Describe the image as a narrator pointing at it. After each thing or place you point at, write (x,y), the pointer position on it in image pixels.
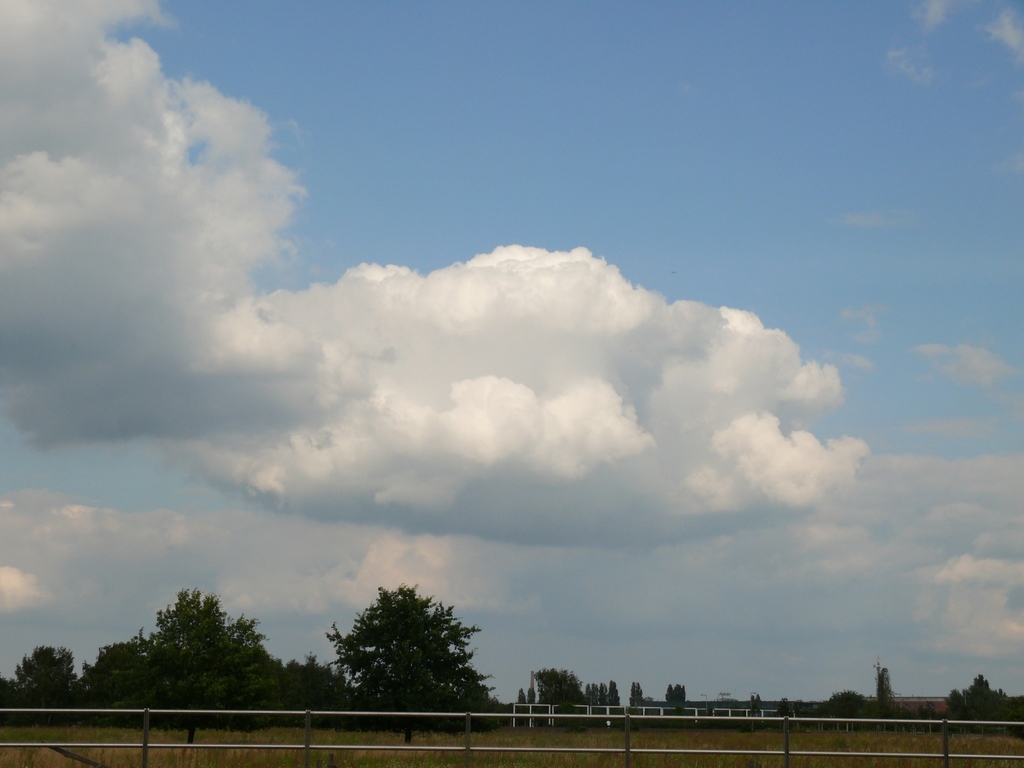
In this picture I can see there is grass (745,748) on the floor (607,757) and there are few trees (377,622) in the backdrop (173,642) and the sky (476,508) is cloudy.
